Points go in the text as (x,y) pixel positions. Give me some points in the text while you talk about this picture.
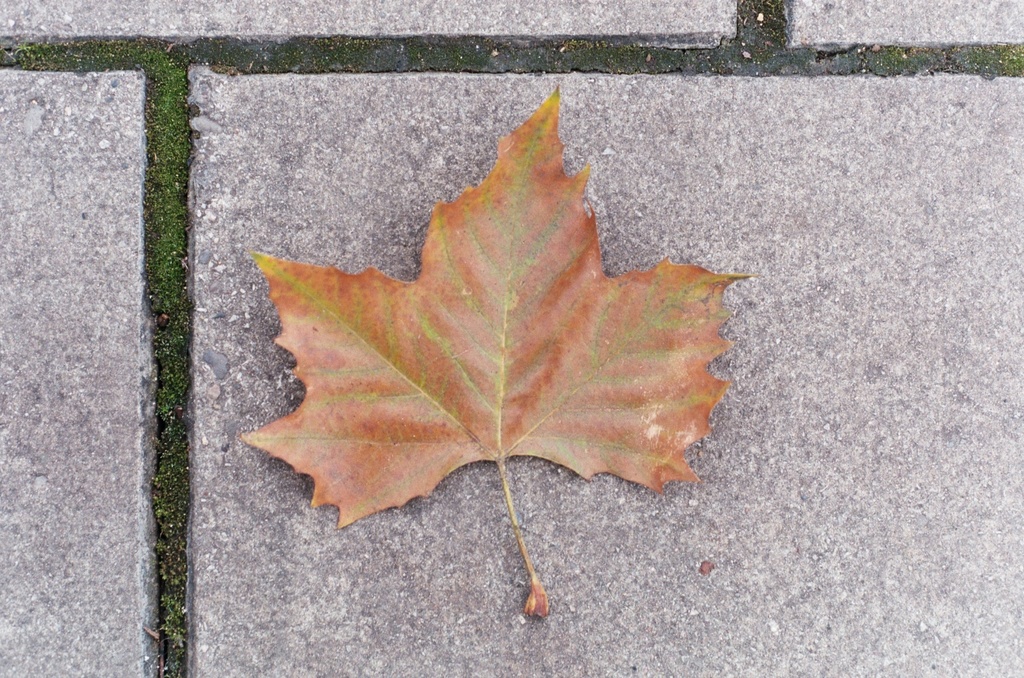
In this image we can see a dried leaf (562,426) which is placed on the surface (447,477).
